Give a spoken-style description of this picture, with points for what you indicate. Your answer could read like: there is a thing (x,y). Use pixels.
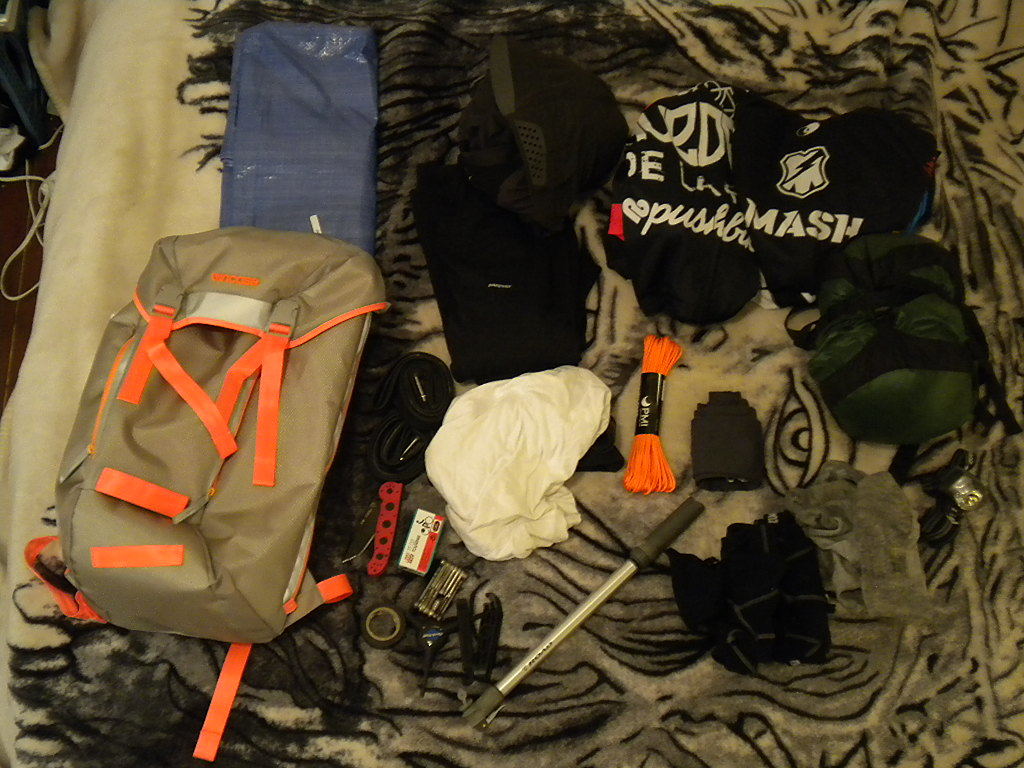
There is a cloth (62,43). On the cloth (406,609) there are bags (257,428), threads (634,449), pump (624,572) and many other items (522,351) are kept on the cloth (340,559).
